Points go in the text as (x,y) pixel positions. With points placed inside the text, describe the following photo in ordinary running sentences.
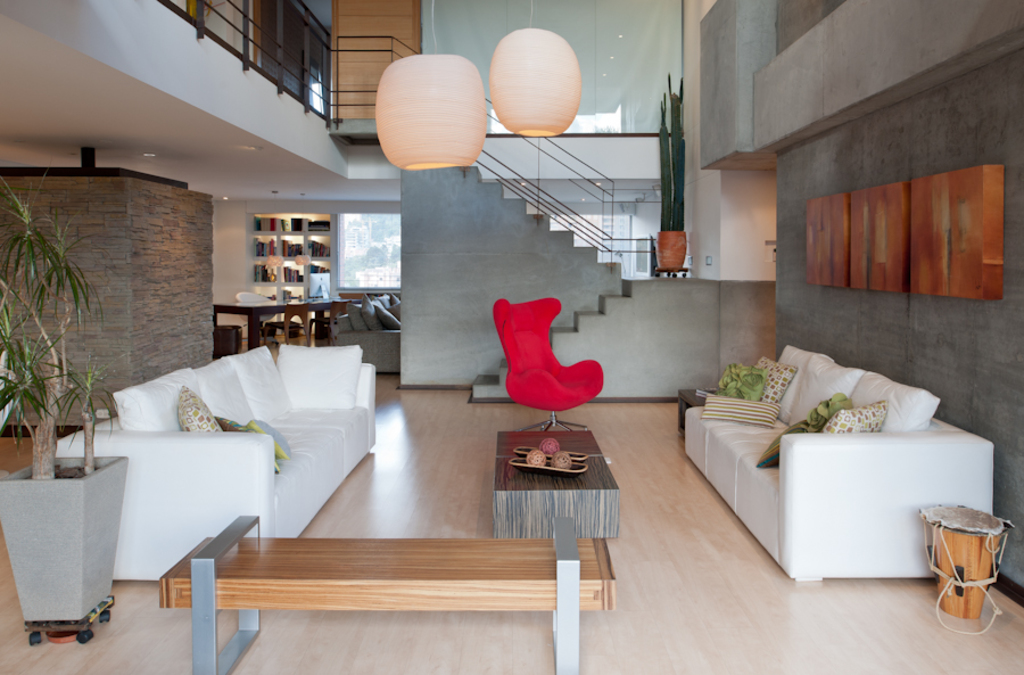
There are two white sofas (334,393) on the either side and there is a table (509,461) and a red chair (557,386) in between them and there is also a stair case (543,222) and book shelf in background (518,215).
